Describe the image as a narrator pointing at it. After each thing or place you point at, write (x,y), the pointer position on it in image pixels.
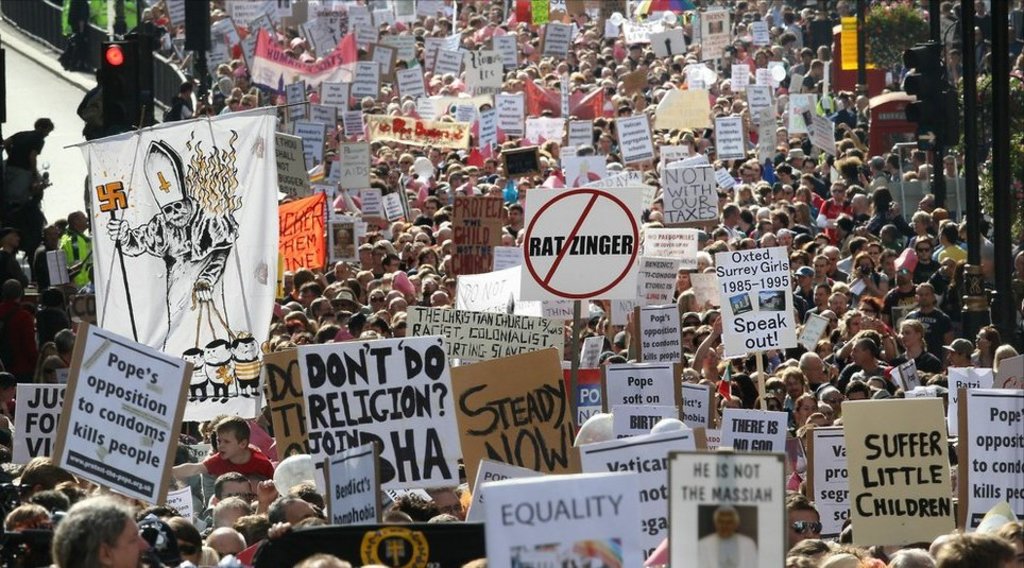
There are group of people (445,89) standing where few among them were holding boards (575,289) which has something written on it in their hands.
